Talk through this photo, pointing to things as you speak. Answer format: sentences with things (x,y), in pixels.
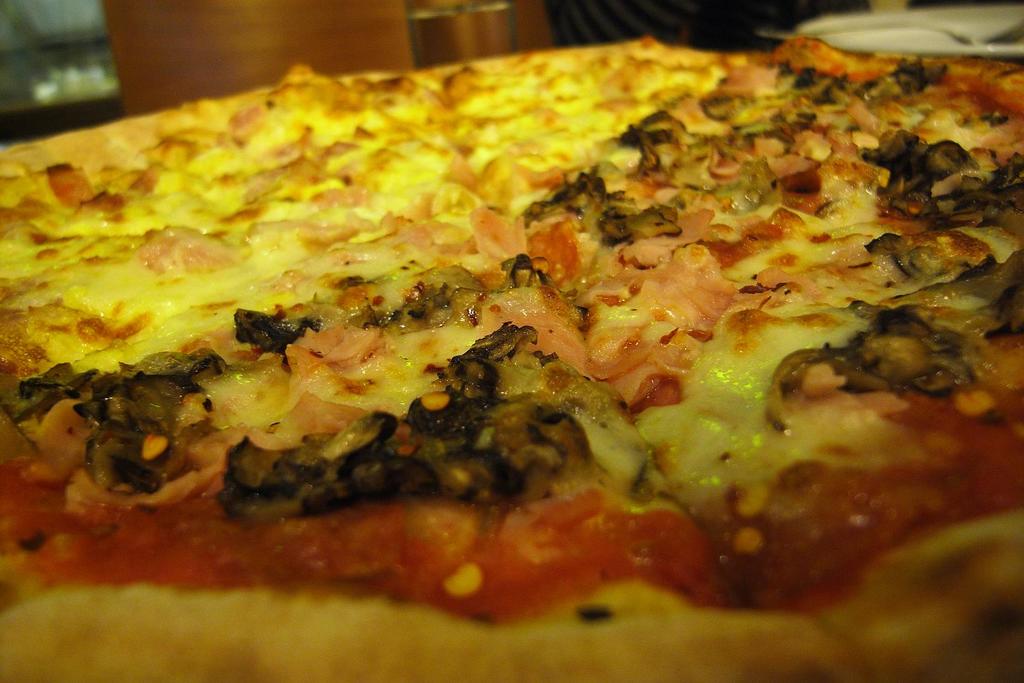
In this picture there is a pizza (398,255). The background (203,37) is blurred. In the background (272,49) there is a wooden object (290,40).
